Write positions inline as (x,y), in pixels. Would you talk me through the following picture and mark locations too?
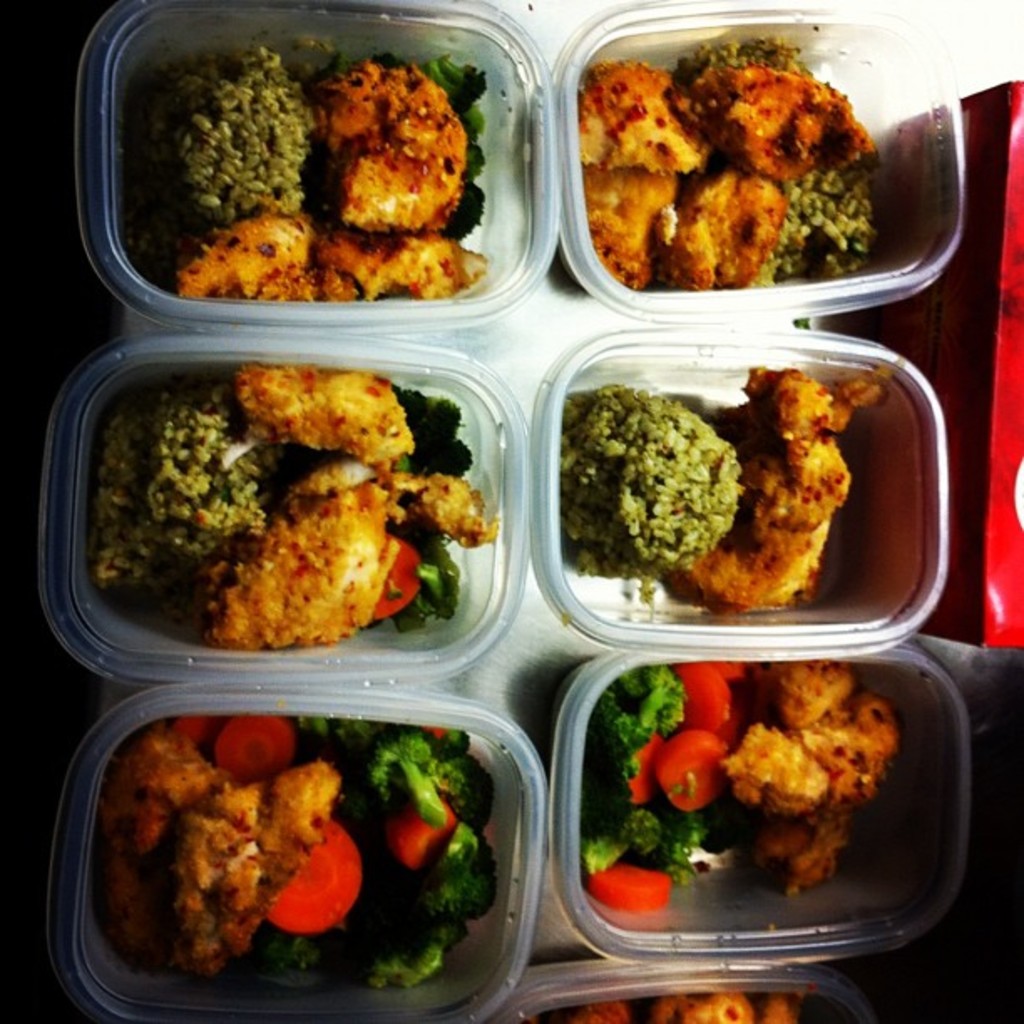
Here I can see few bowls (490,518) which consists of some food items (433,607). Beside these there is a red color box (1009,479).
